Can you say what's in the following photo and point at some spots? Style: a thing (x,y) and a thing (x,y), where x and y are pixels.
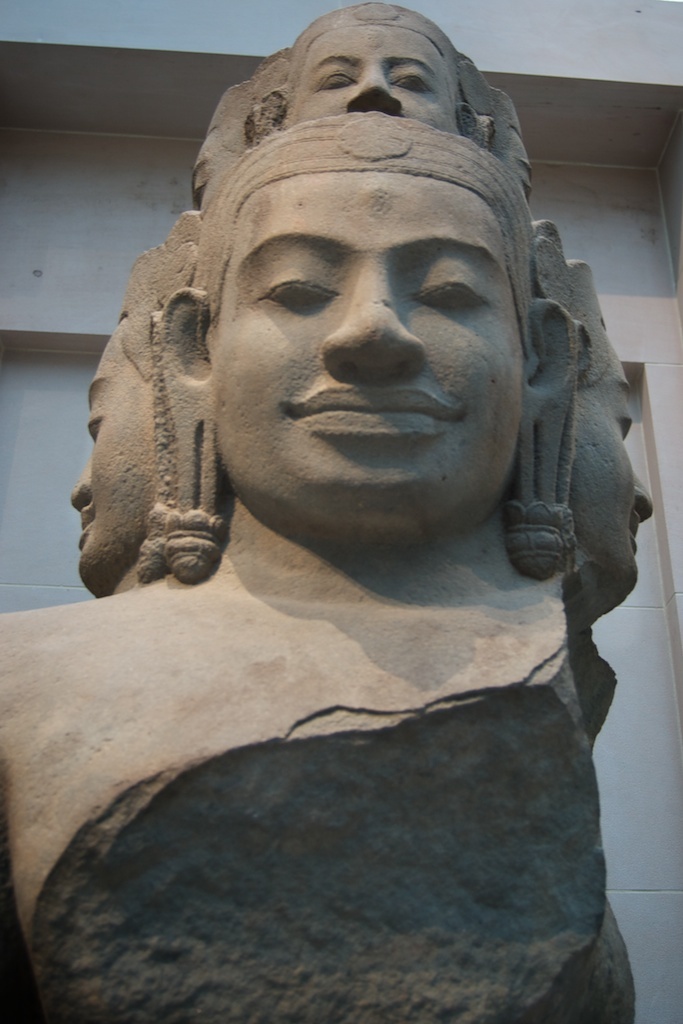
This image consists of a sculpture (402,427) made up of rock (318,839). In the background (93,66), there is a wall (604,301).
